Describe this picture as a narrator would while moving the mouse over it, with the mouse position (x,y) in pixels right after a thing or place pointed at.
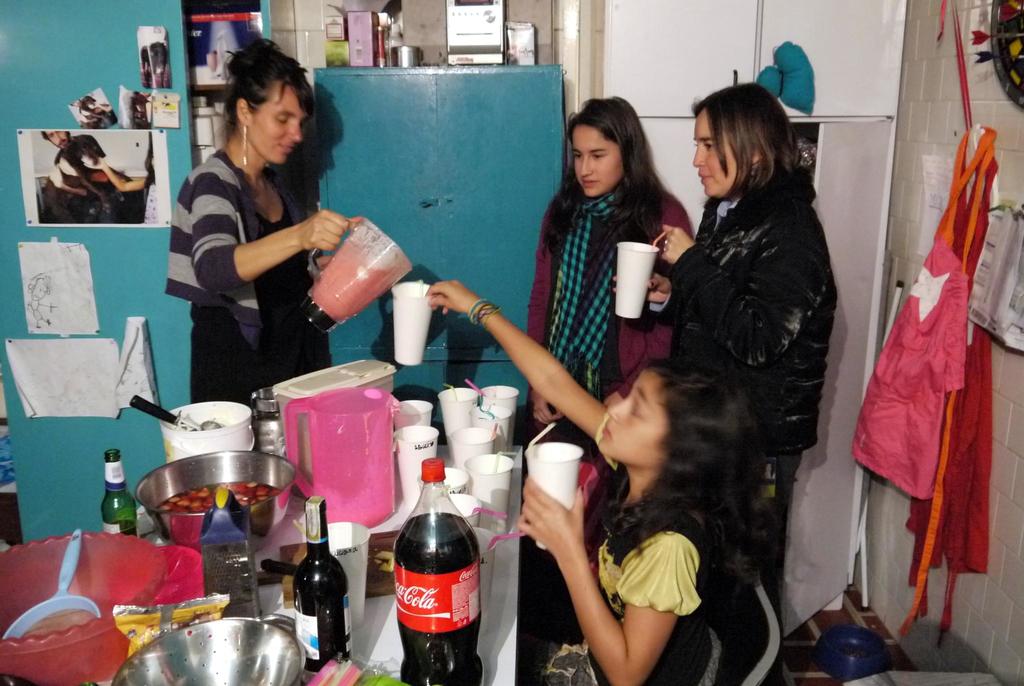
In this image there are group of persons (541,408) having their drinks (546,480) and at the left side of the image (323,512) there are bottles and food items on the table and at the top left of the image (133,147) there are paintings (143,129) attached to the wall (14,62).
